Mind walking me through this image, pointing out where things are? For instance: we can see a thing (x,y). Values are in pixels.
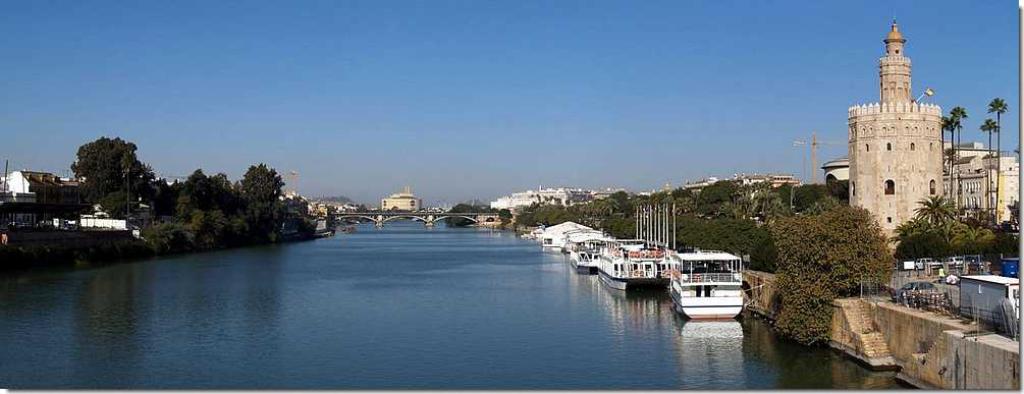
At the bottom of the picture (339,344), we see water (214,323) and this water (222,320) might be in the river (349,292). We see boats (613,269) in the water (669,298). On the right side (748,305), we see a wall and a monument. There are trees (954,249). On either side of the picture, we see trees (694,195), buildings (46,192) and poles (5,199). We see a tower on the right side (920,196). In the background (340,218), we see a bridge (485,218). There are trees (474,210) and buildings (514,194) in the background (391,198). At the top of the picture (551,63), we see the sky (628,46), which is blue in color.
